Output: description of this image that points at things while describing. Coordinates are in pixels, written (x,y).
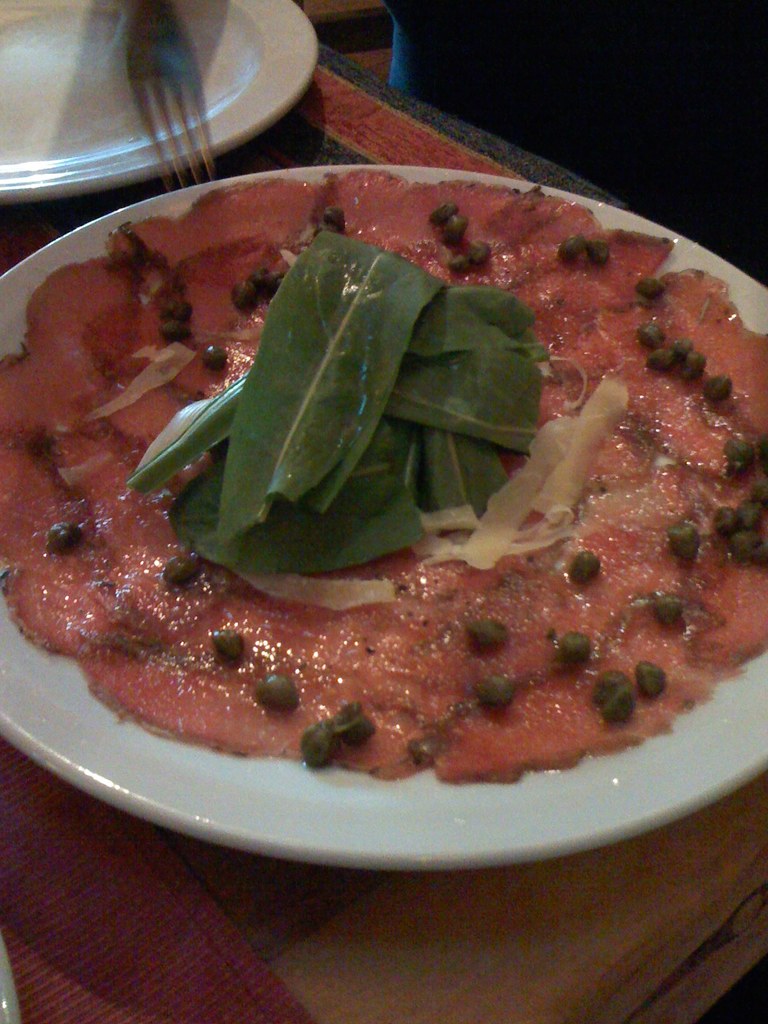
In the foreground of this picture (401,649), there is some food (377,407) on a platter (758,664) which is placed on the table (523,941). On the table (494,878), there is one more platter (69,55) and table mats (346,121) on it. There is also a fork (163,81) on the top side of the image (179,83).
